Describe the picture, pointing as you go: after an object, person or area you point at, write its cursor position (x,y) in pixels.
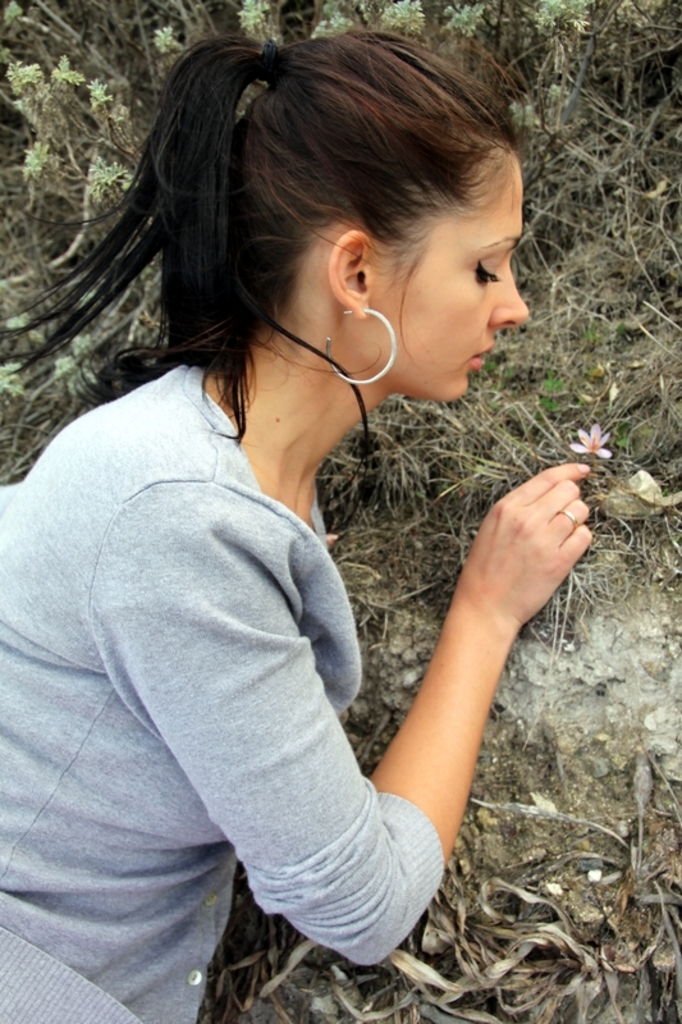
Here in this picture we can see a woman (238,326) standing over a place (356,525) and in front of her, on the ground (483,796) we can see grass (484,431) and plants (198,35) present and we can also see a flower (594,452) present on the ground (570,437).
